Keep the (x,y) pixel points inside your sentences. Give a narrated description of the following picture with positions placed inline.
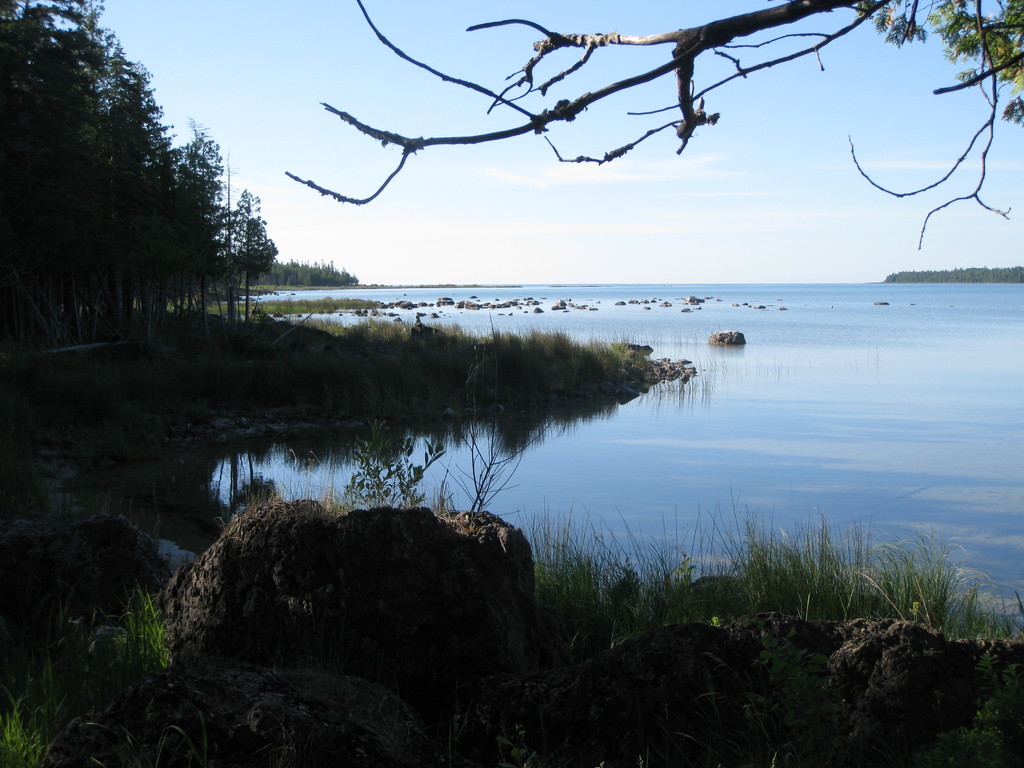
In the picture I can see trees (184,246), the grass (367,358) and the water (699,479). In the background (677,201) I can see the sky (632,194).
